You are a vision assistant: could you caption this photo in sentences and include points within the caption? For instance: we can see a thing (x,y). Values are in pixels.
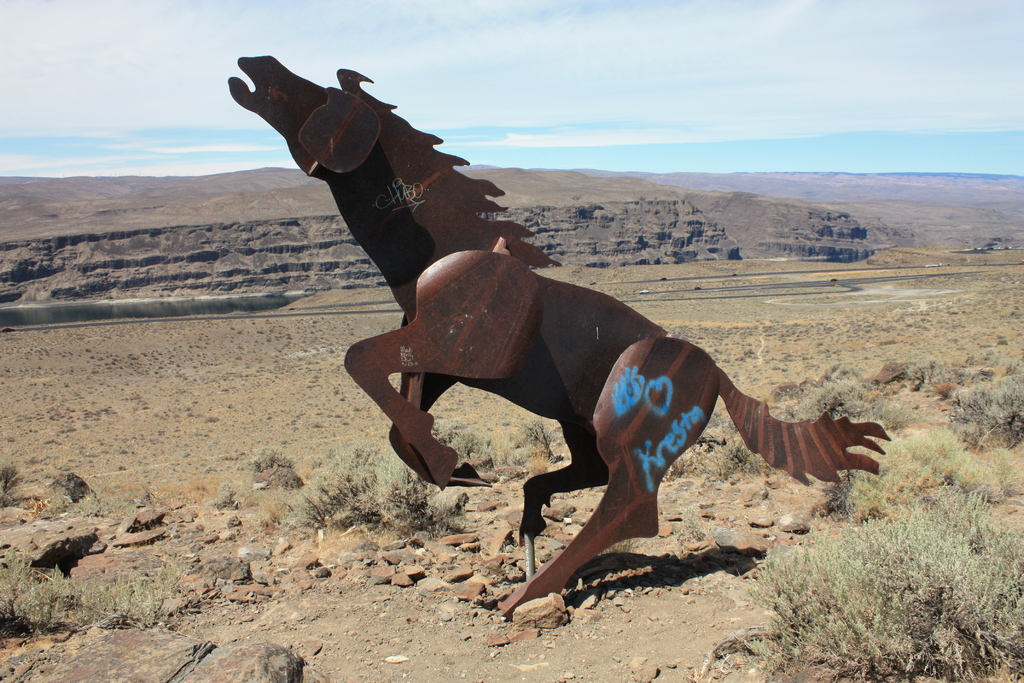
In this image, at the middle (680,439) we can see a horse statue (471,294), there are some stones (234,570) on the ground (129,682), at the top (255,30) there is a sky (325,22) which is cloudy.
